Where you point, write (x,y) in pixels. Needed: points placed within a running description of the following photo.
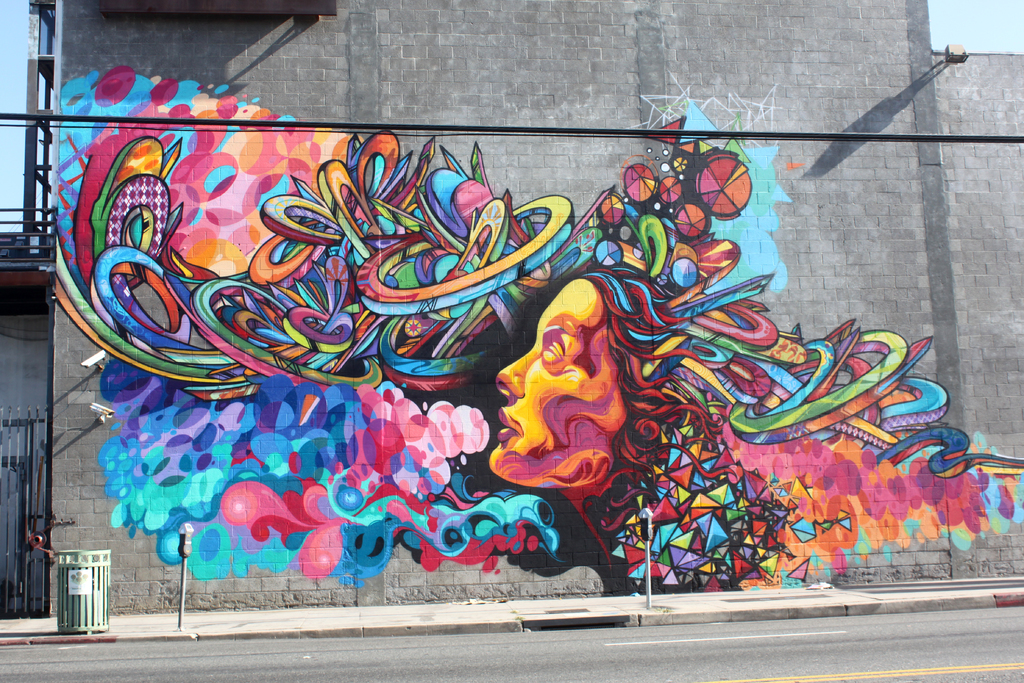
In the foreground of this image (758,507), there is a graffiti painting (517,290) on the wall (539,31). On the bottom (869,679), there is a road (380,679) and there is a dustbin (104,590) on the side path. In the background (16,49), there is the sky (18,30).
